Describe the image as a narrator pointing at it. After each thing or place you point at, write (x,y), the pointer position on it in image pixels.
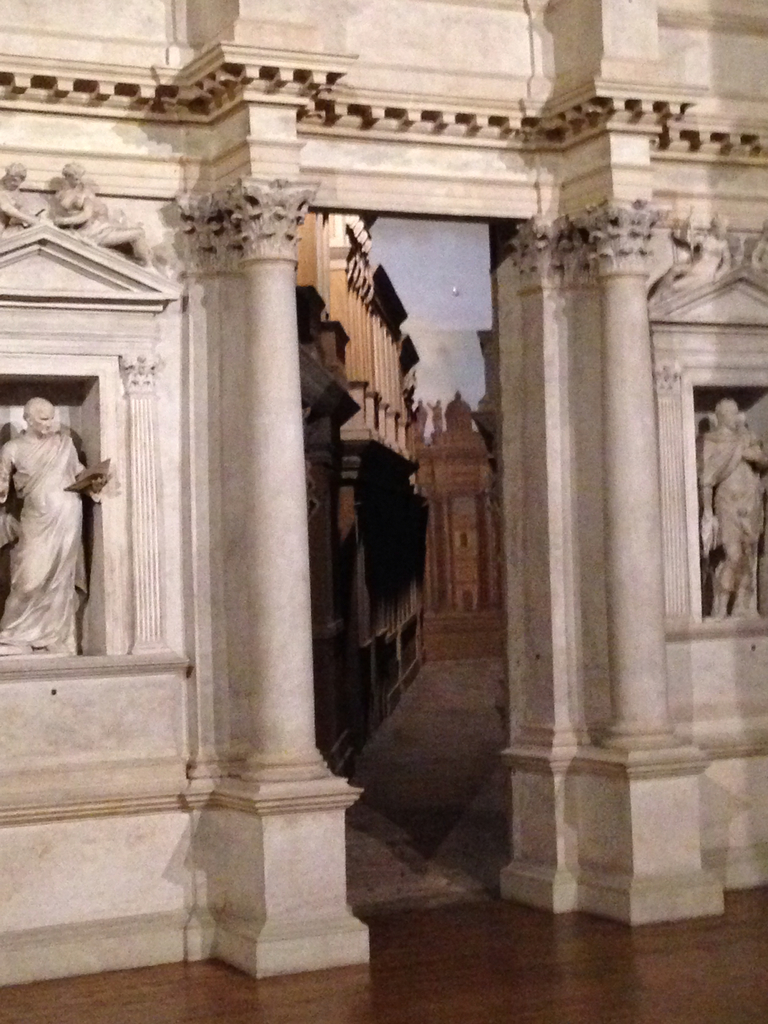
In this image, we can see some sculpture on the wall (721,797). We can see the ground (471,894). We can see some pillars (607,633).
